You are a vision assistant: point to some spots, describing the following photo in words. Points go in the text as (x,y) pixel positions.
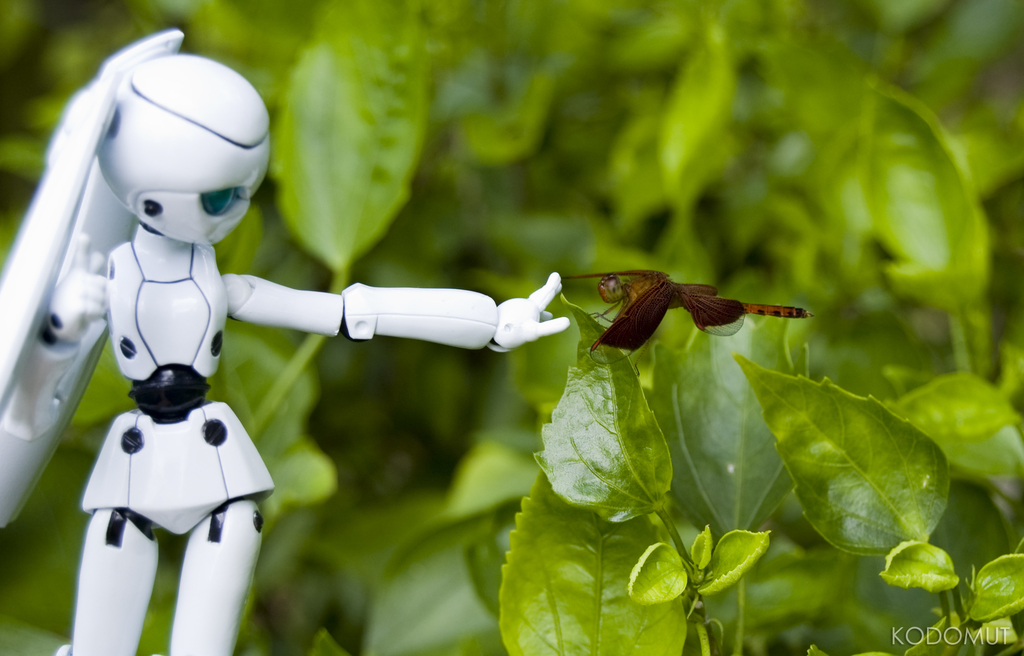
In this image we can see there is an insect (643,279) on the tree (684,448), beside that there is a robot (156,256).
